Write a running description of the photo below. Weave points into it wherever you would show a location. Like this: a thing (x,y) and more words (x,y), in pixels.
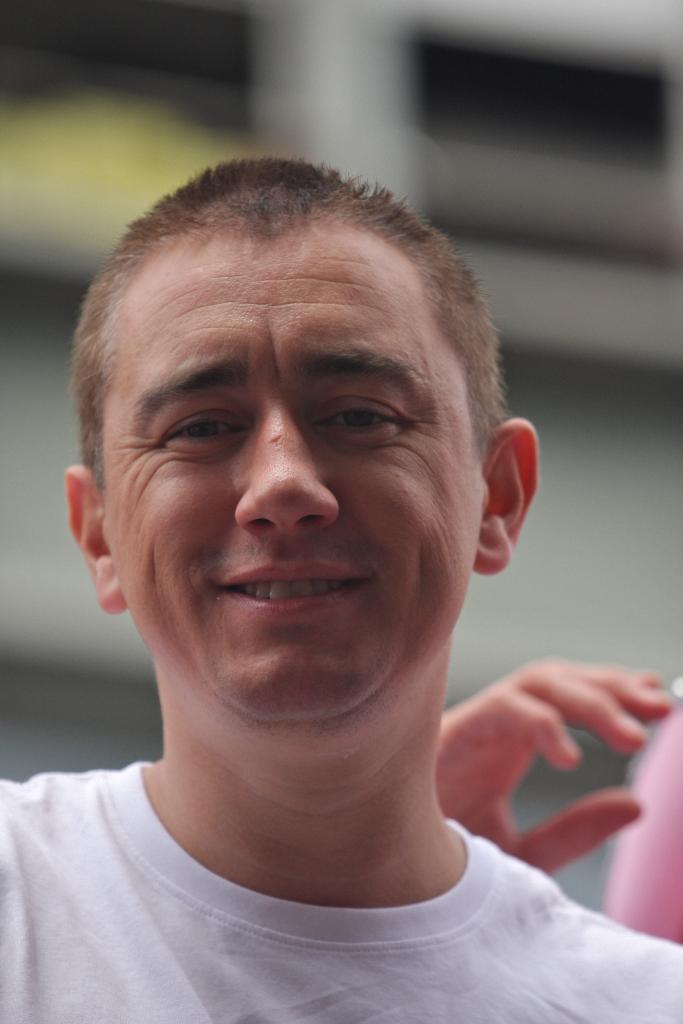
In this image we can see a man (350,639). On the backside (541,728) we can see the hand (606,722) of a person (601,725).
